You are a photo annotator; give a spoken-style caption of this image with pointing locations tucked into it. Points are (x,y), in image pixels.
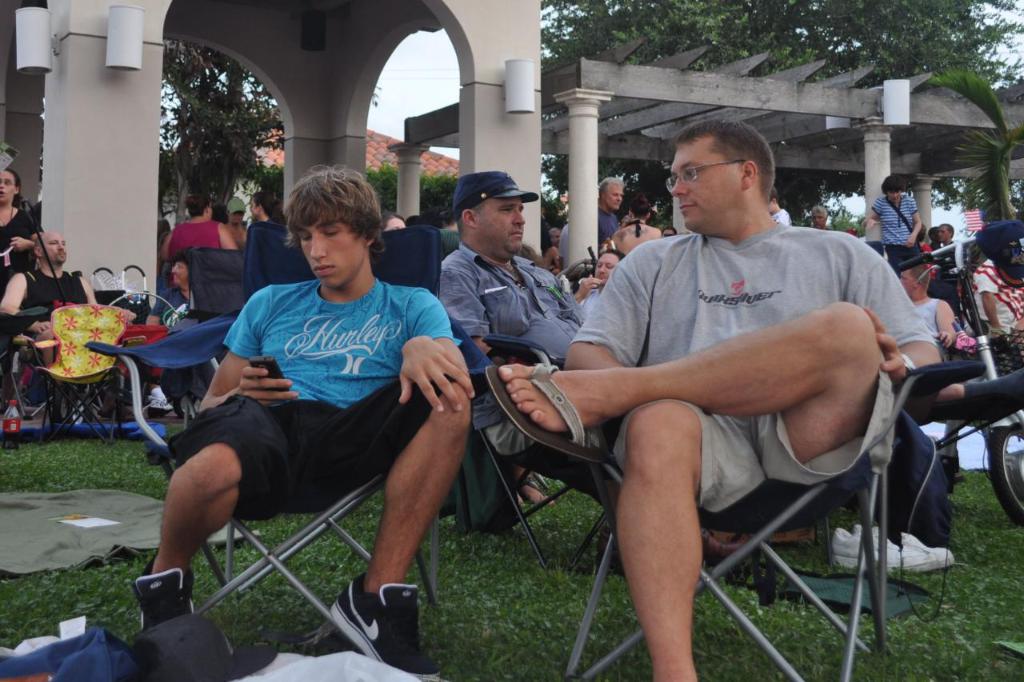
This image is taken outdoors. At the bottom of the image (543,639) there is a ground (624,613) with grass (515,626) on it. In the background (279,159) there is a house (279,159). There are a few pillars (487,157). There are a few walls (133,2). There are a few trees (227,122). In the middle of the image (352,275) many people (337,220) are standing and many people (517,409) are sitting on the resting chairs (357,487).
